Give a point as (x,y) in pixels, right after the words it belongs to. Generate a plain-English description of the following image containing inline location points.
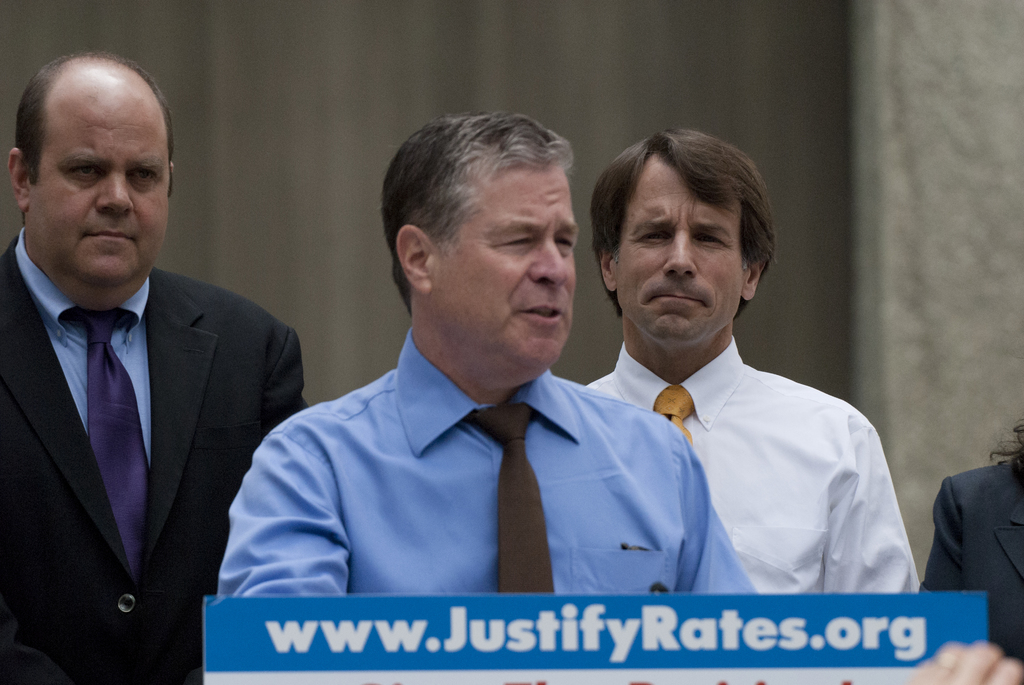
In this picture there are four persons (616,470) standing and there is a cardboard (653,650) which has something written on it in front of them.
